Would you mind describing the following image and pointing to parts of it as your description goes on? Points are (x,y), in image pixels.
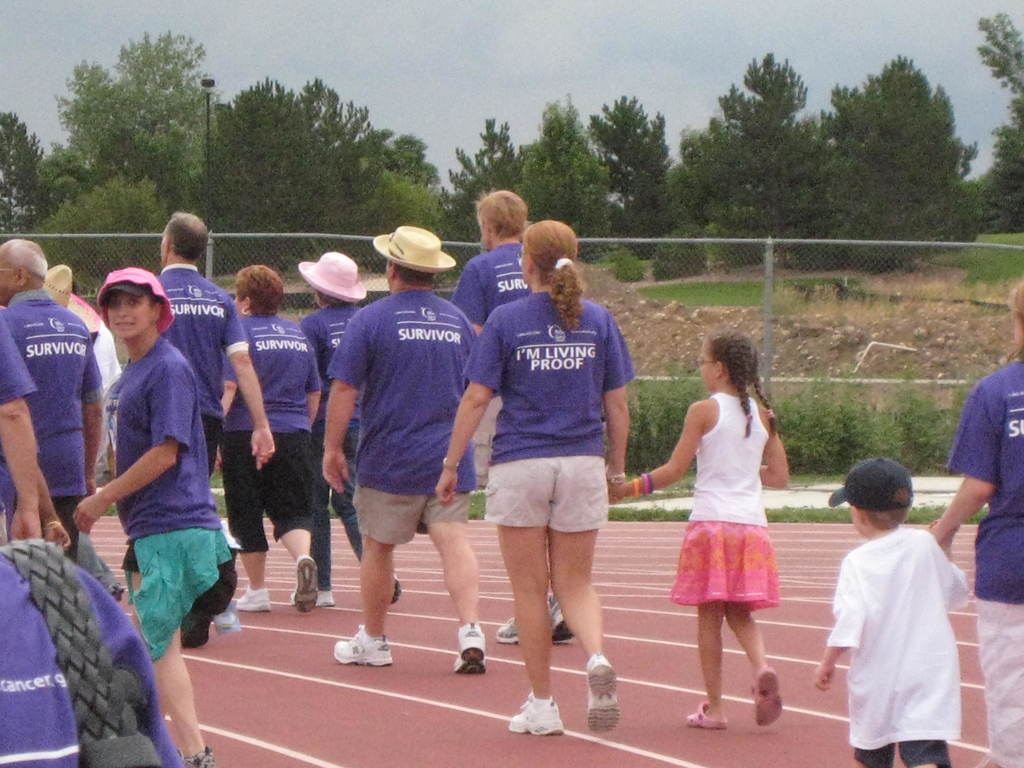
This image consists of few persons (488,487) walking. At the bottom (431,680), there is ground (352,720). Most are wearing purple T-shirts (290,344). In the background (736,233), there is a fencing (724,251) along with the trees (630,164). At the top (523,96), there is sky (510,107).
